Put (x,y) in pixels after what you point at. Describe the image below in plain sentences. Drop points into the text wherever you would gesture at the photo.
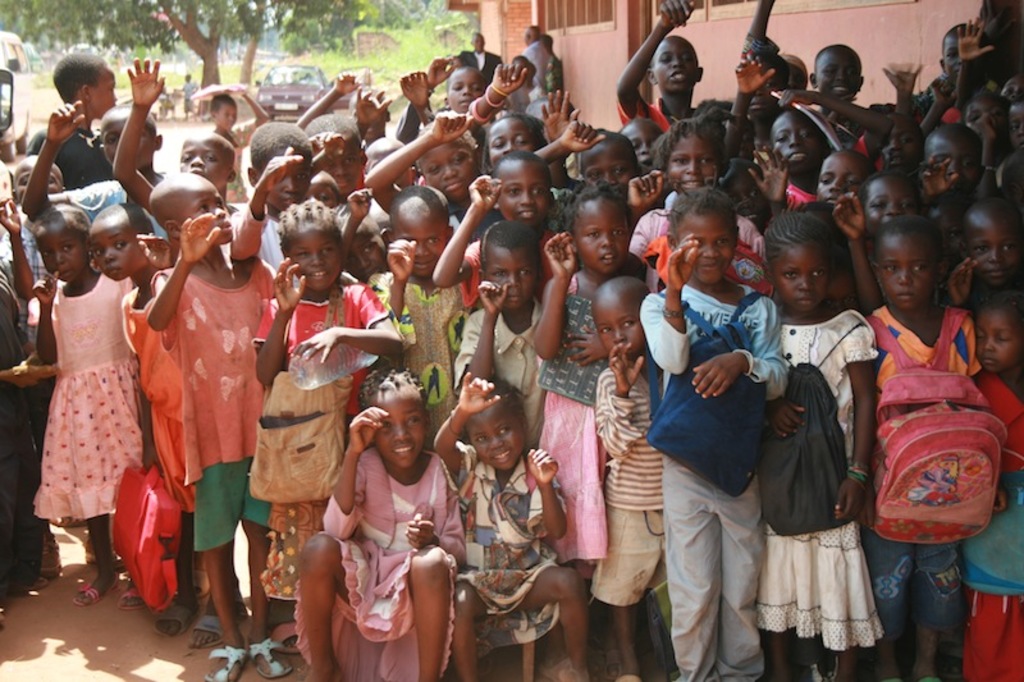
In this image I can see a group of children (520,266) are standing and raising their hands (367,109). On the right side (857,45) there is a building (808,74), at the back side (335,105) there is a vehicle (315,98) under the trees (246,30).
